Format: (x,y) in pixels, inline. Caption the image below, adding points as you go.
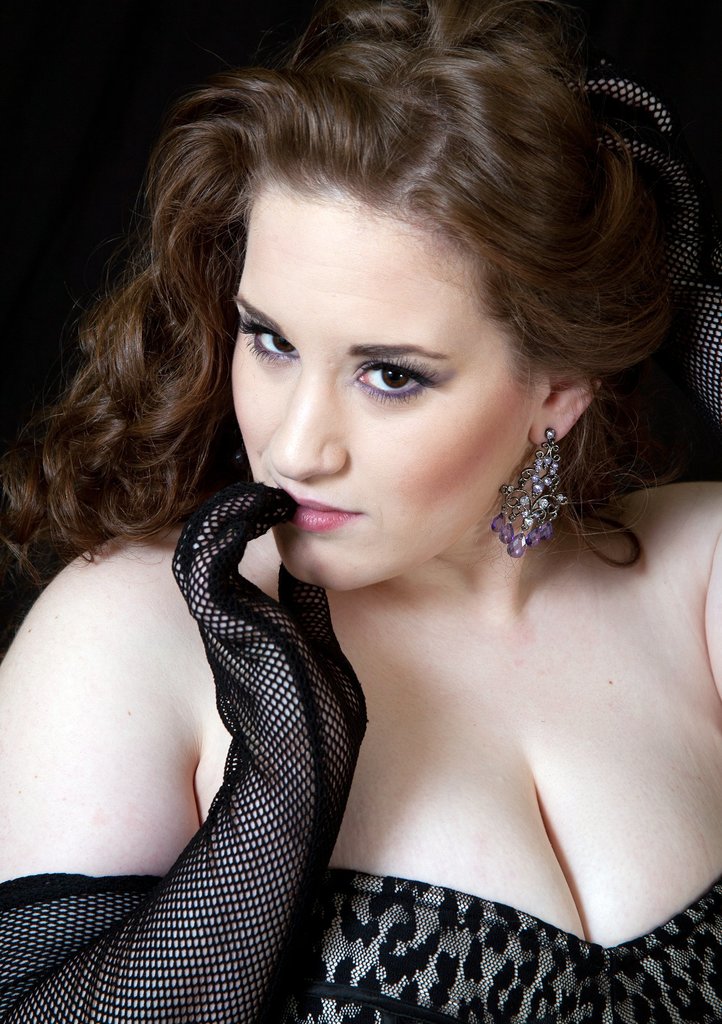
In the image we can see the close up look of a woman (492,837) wearing clothes (289,704) and earrings (535,476). The background (66,36) is blurred.
